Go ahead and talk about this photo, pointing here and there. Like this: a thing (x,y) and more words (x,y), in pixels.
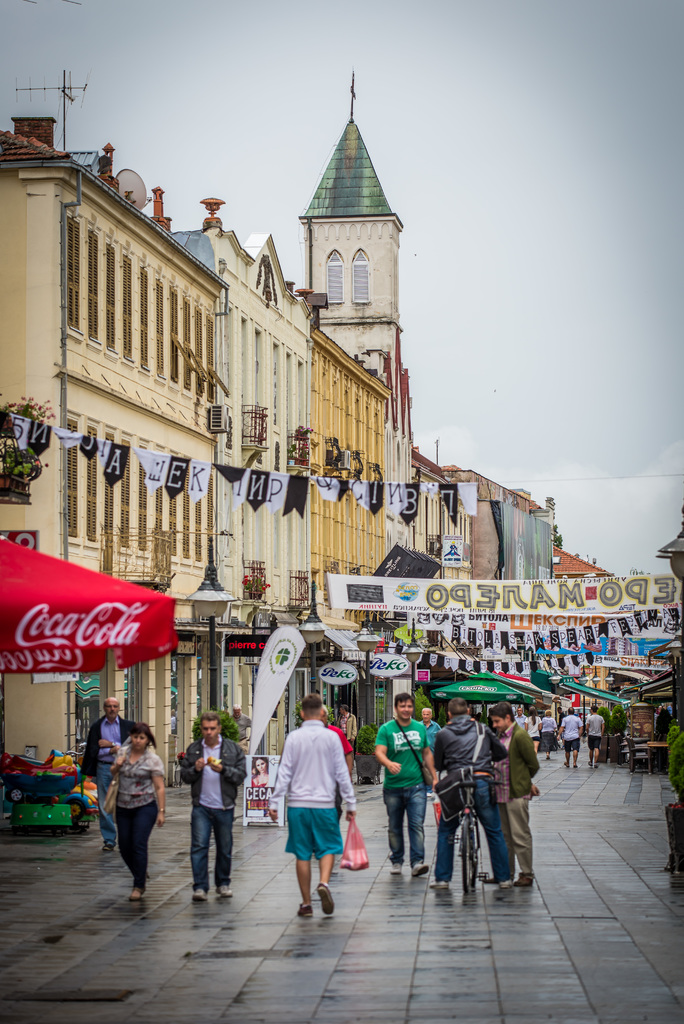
In this image I can see some people (335,818). On the left side (158,527) I can see the buildings (272,534). In the background (608,429), I can see the clouds (548,283) in the sky (531,243).
